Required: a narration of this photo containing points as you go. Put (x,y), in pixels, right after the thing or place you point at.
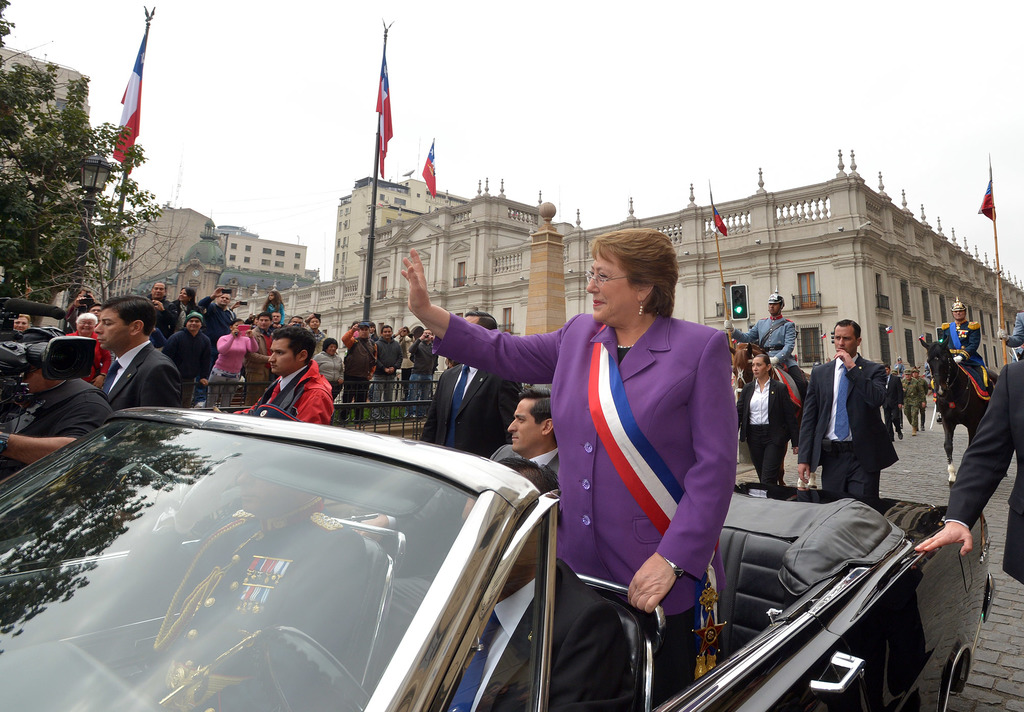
In this image, we can see people (604,530) in the car (536,615) and in the background (136,399), there are many people (907,406) and we can see a person (45,386) holding camera (49,359) and there are trees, lights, poles (376,181), flags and there are buildings (883,249). At the top (705,86), there is sky (712,100) and at the bottom (918,482), there is road (904,460).
